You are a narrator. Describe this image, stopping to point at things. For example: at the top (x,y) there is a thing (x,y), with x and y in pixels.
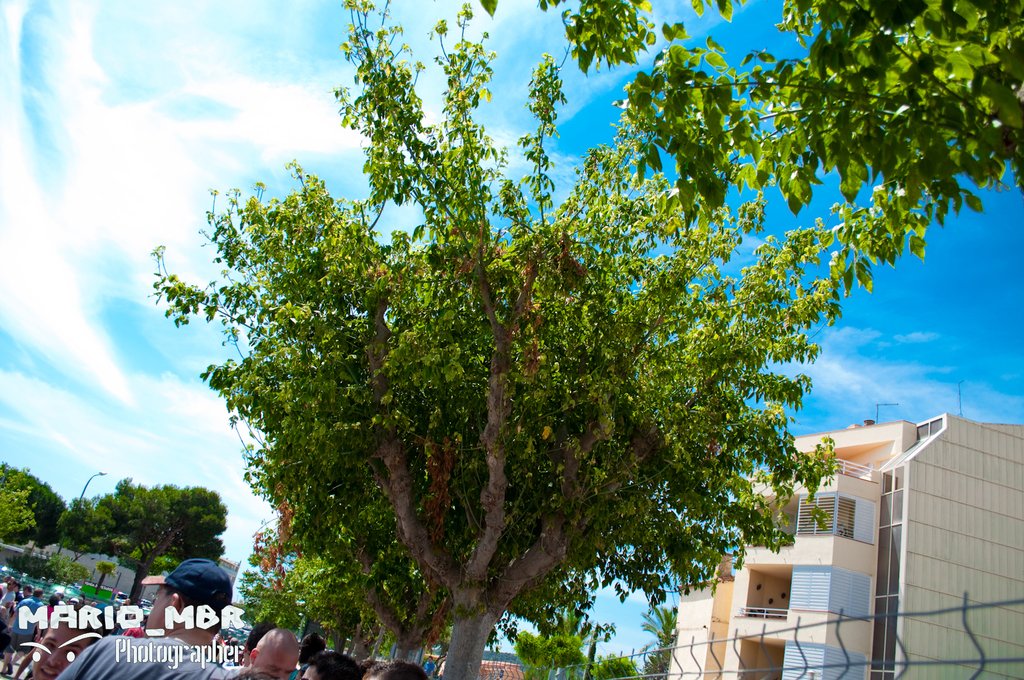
In the image, there is a tree (491,374) and beside the tree (701,545) there is a big building (854,583), on the left side (67,598) there is a huge crowd (342,658) standing beside a tree (45,568) and in the background (80,505) there is a pole light (84,493) and around the pole light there are plenty of trees (139,504).
